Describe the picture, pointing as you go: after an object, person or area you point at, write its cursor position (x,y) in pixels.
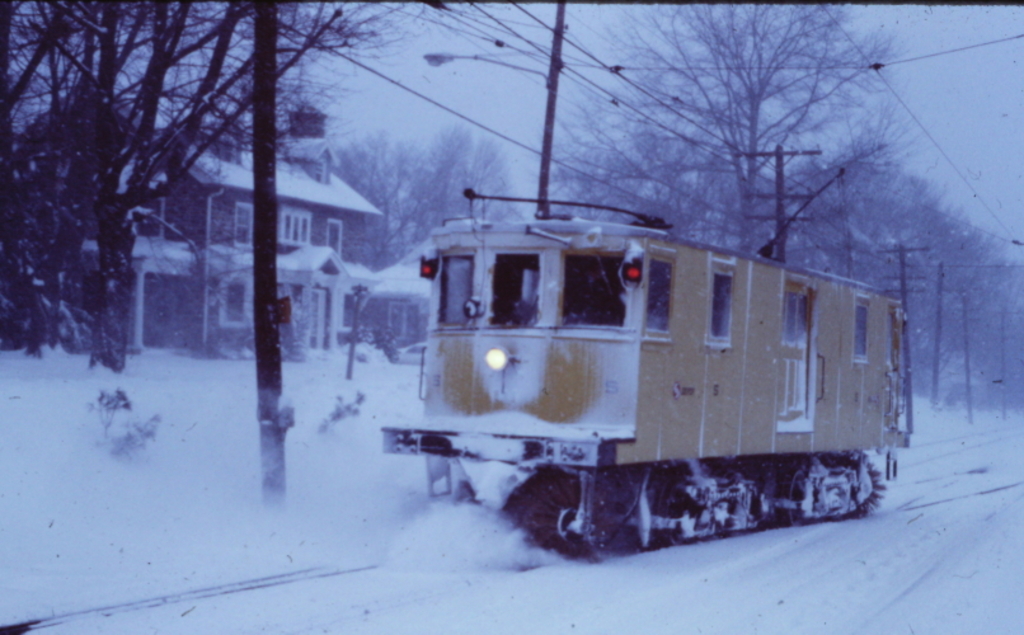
In this picture I can see a tram (589,436) on the tram way track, there is snow (384,399), there is a house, poles (964,338), cables (523,43), trees (747,77), and in the background (849,121) there is sky (912,123).
